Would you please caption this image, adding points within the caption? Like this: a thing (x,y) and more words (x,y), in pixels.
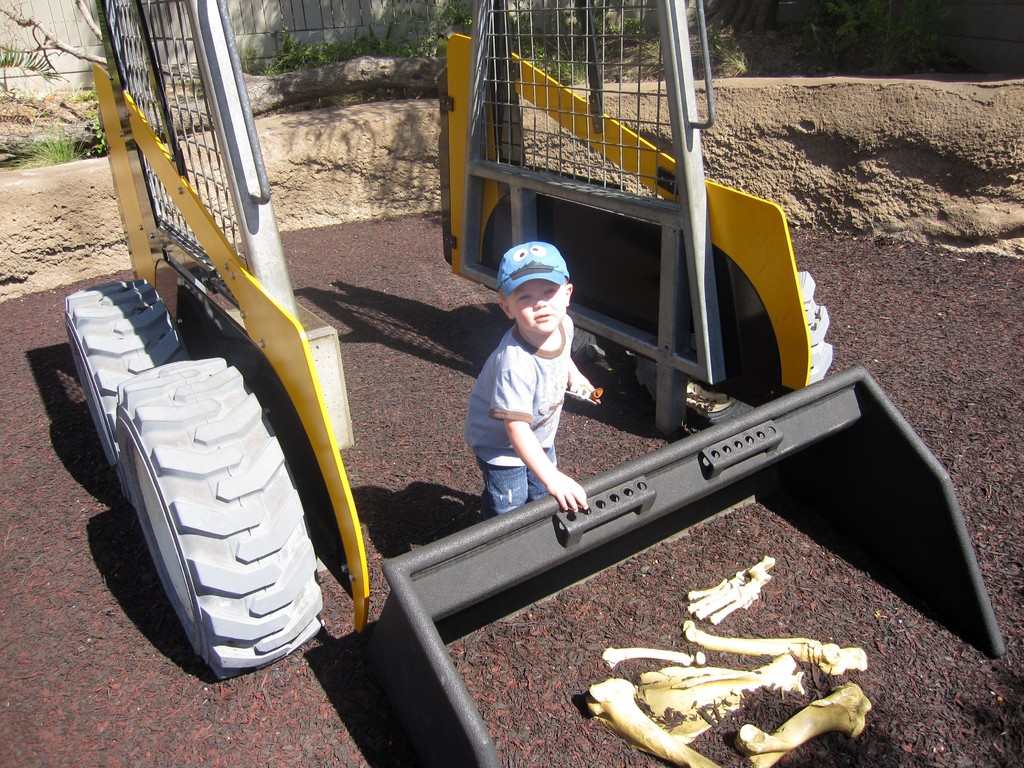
In this image I can see in the middle (543,410) a little boy (530,404) is standing, he wore t-shirt (497,464), trouser (505,493), cap (549,268) and it is in the shape of a JCB (475,108) a plastic thing (847,478), at the bottom (605,705) it looks like bones (731,702).
